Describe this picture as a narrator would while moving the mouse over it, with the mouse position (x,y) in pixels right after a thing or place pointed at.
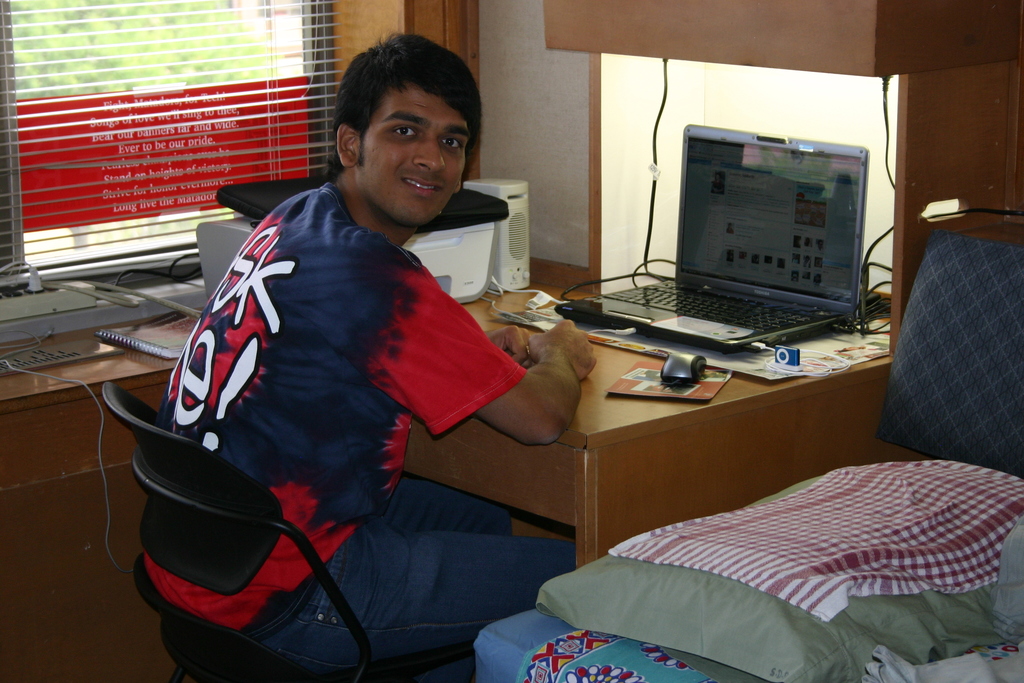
This picture is mainly highlighted with a man (226,434) sitting on the chair (299,530) in front of a laptop (703,265). This is a table (672,449). Near to the man (259,247) there is a window (206,153) and a printer machine (485,228). This is an adapter socket (21,316). At the right side of the picture (865,534) we can see a pillow (728,604) with a bed (701,595).
